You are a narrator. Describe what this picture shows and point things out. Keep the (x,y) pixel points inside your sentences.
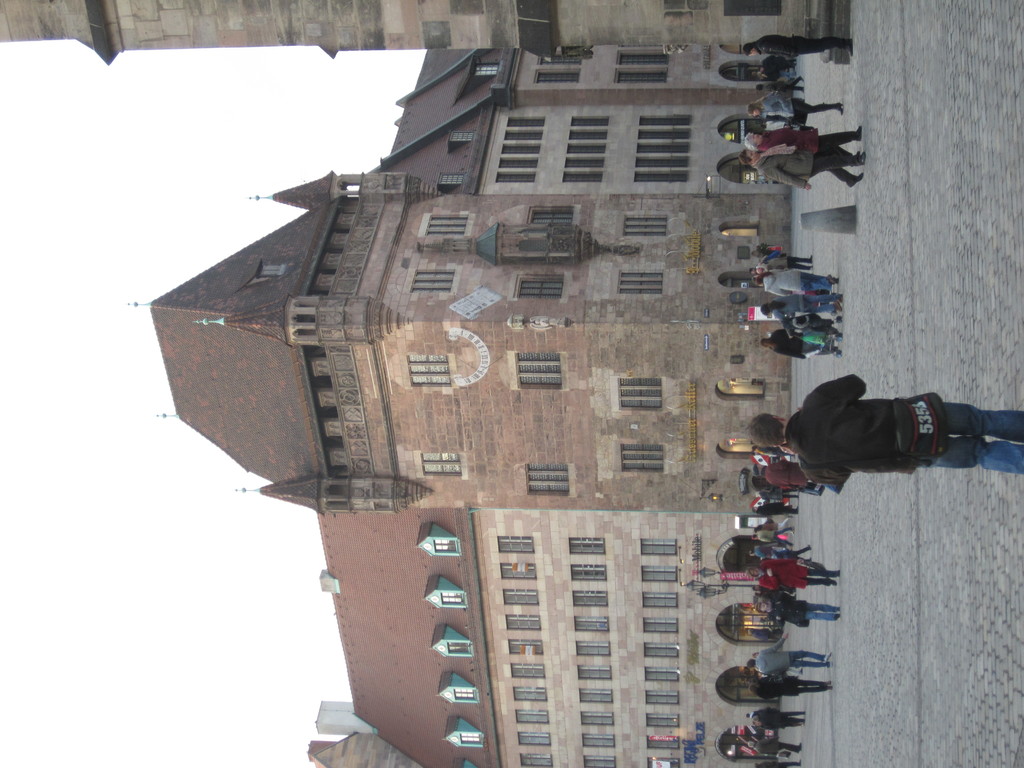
In this image there are few people (834,103) on the road (851,99), few buildings (441,524) and the sky (290,569).
